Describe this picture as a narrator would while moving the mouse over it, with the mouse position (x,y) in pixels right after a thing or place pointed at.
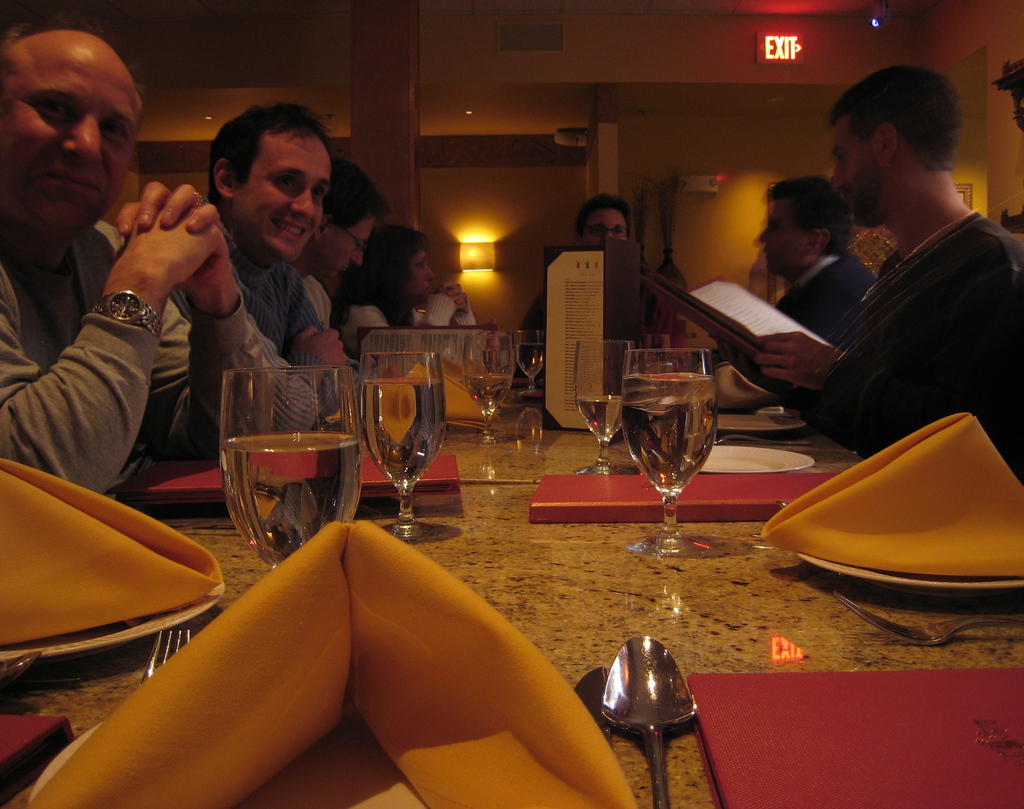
There are many people (174,313) sitting in front of the table (574,539). On the table (515,490) there are some glasses (644,416), spoons (644,690), menu card (788,744), fork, yellow color cloth (935,490). The man (899,417) is holding a menu card (747,334) in his hand (795,346). And there is a exit board (784,49) on the top corner (763,51).
